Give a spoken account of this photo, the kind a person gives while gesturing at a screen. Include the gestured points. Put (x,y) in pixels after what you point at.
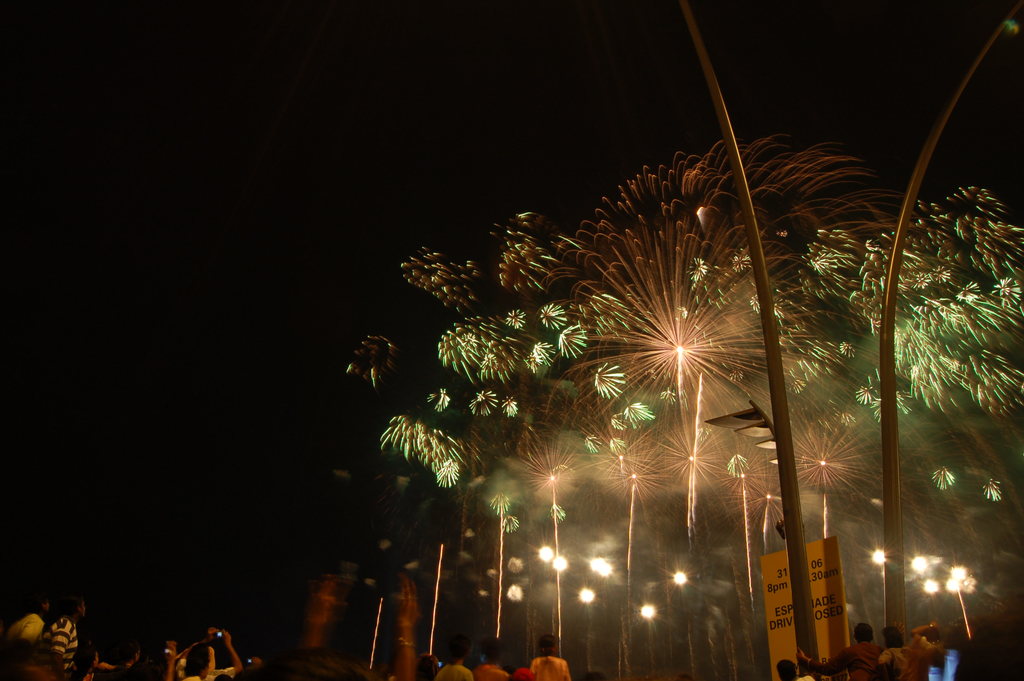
In this image people (408,662) are standing on the road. At the right (823,623) there is a board (788,656). At the background (665,405) we can see there are lights (951,583).
